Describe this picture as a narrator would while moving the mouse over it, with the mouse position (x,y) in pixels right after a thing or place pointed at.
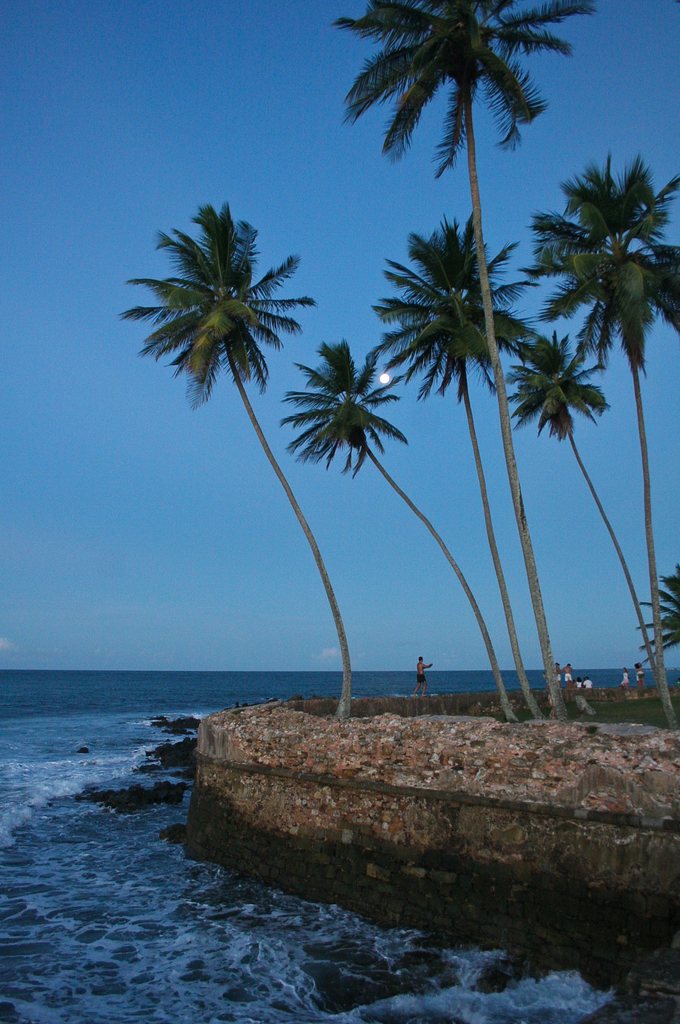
In this image I can see the water (174,955), the ground (618,715), few trees (491,649) and few persons (544,672). In the background (483,648) I can see the sky (151,473) and the moon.
